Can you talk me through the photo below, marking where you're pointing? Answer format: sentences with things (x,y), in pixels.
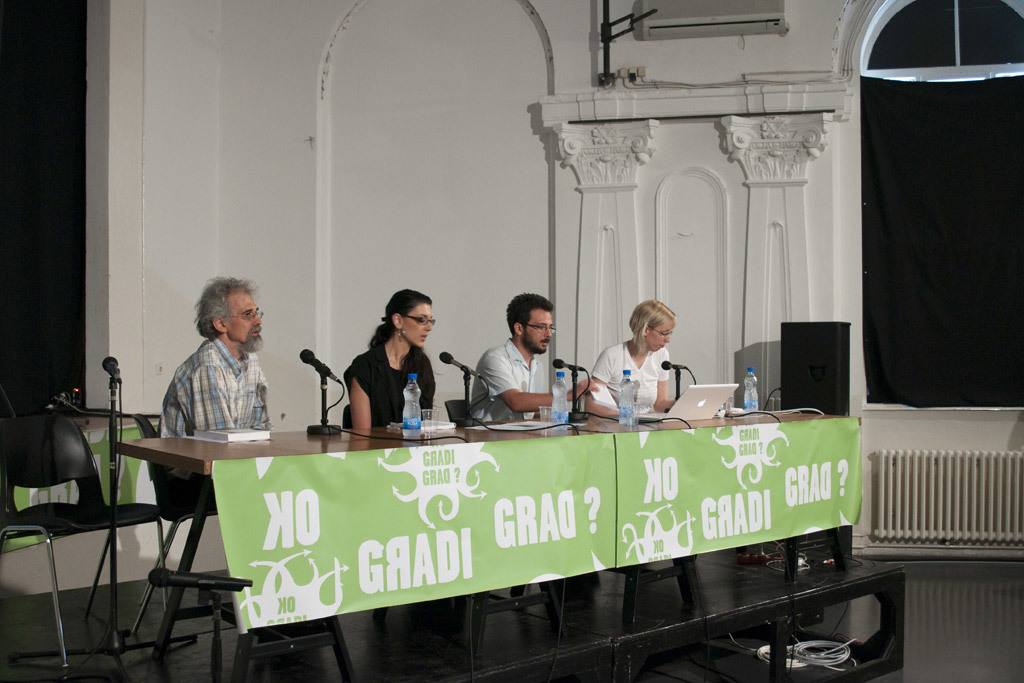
In the middle of the image (663,412) there is a table (194,443), on the table (178,445) there are some water bottles (408,412) and laptops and microphones (579,415) and books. Behind the table (595,423) few people (538,303) are sitting. Behind them there is a wall (557,286), on the wall (557,286) there is a window (869,61) and curtain (960,263).
